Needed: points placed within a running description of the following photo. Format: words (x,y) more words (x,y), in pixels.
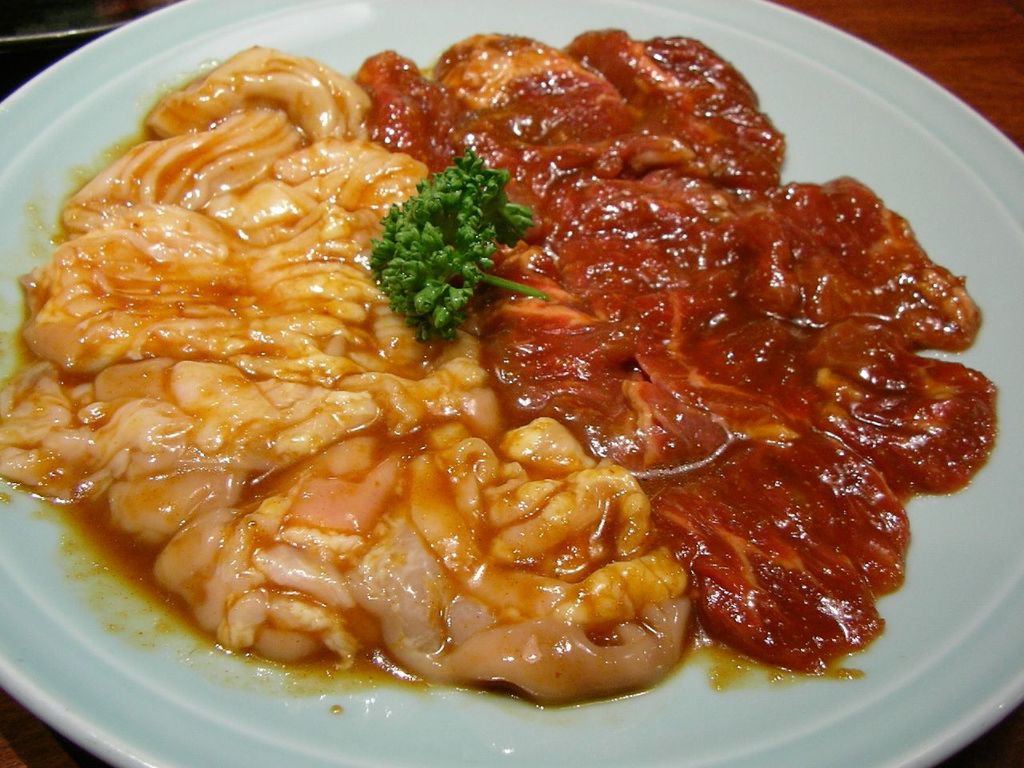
In this image we can see some food (462,301) in plate (890,113) placed on the table (931,34).
